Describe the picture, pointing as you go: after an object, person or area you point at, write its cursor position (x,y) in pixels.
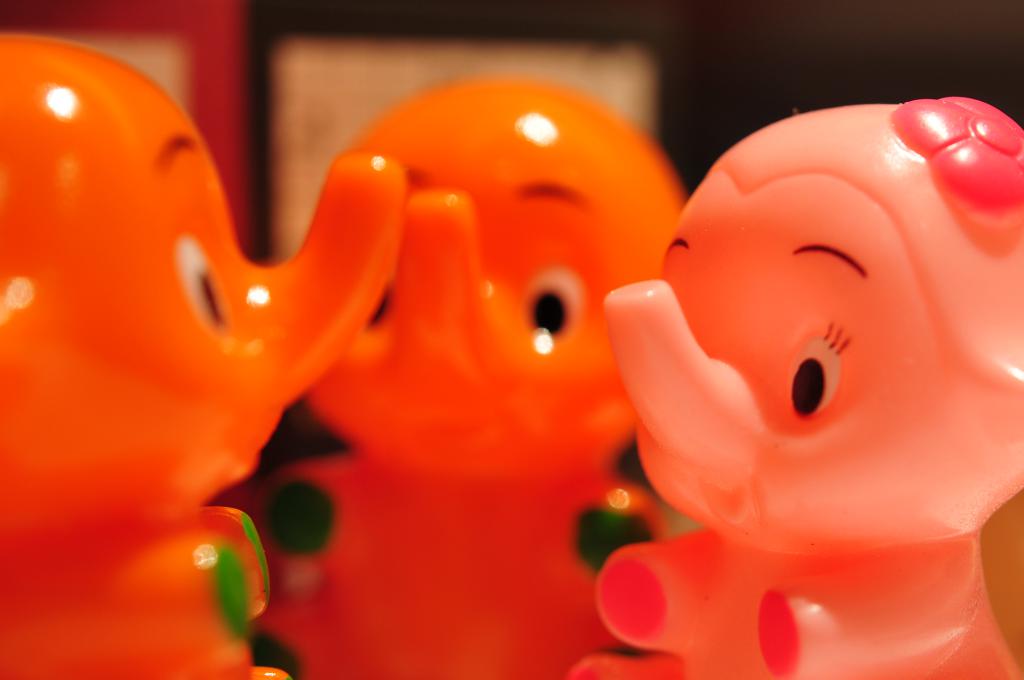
In this image I can see few toys (474,435) which are orange, black, red, cream and green in color. I can see they are in the shape of an elephant (179,344). In the background (850,32) I can see few other objects (271,255).
